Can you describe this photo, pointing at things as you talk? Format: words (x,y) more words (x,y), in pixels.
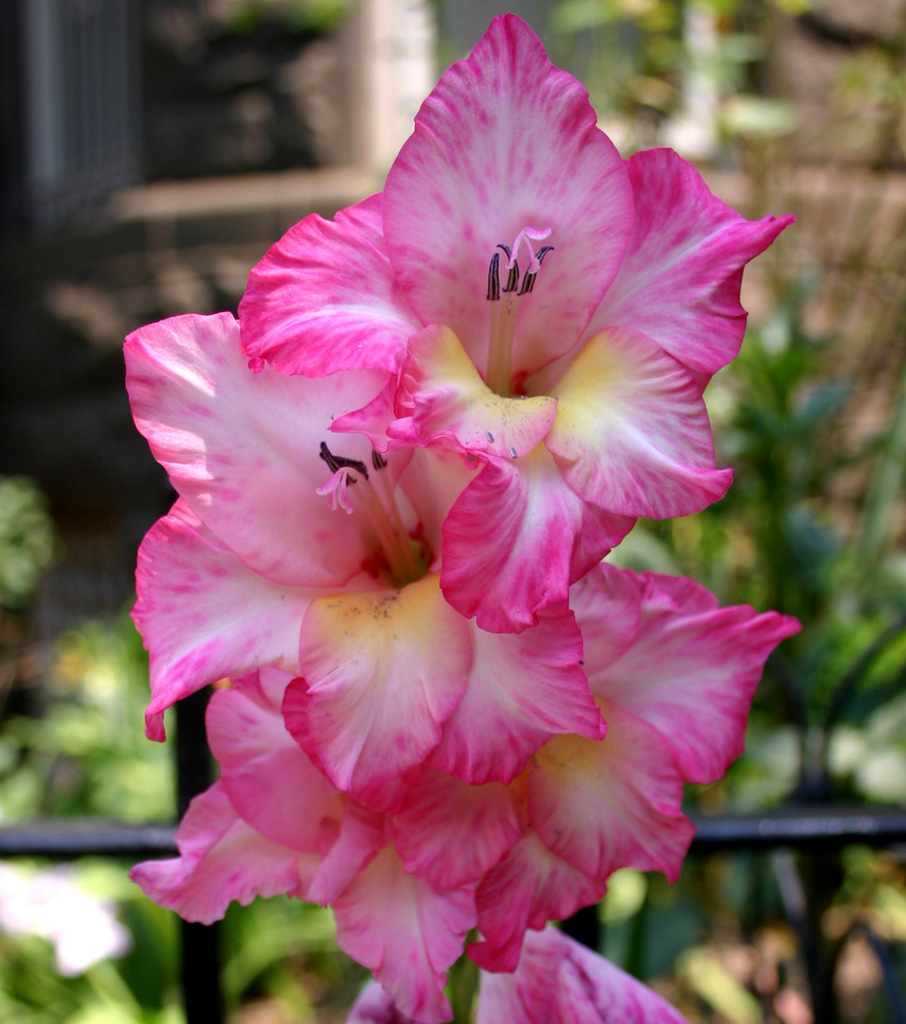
In the picture I can see flowers (477,794), plants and some other objects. These flowers (470,607) are pink in color. The background of the image (157,45) is blurred.
